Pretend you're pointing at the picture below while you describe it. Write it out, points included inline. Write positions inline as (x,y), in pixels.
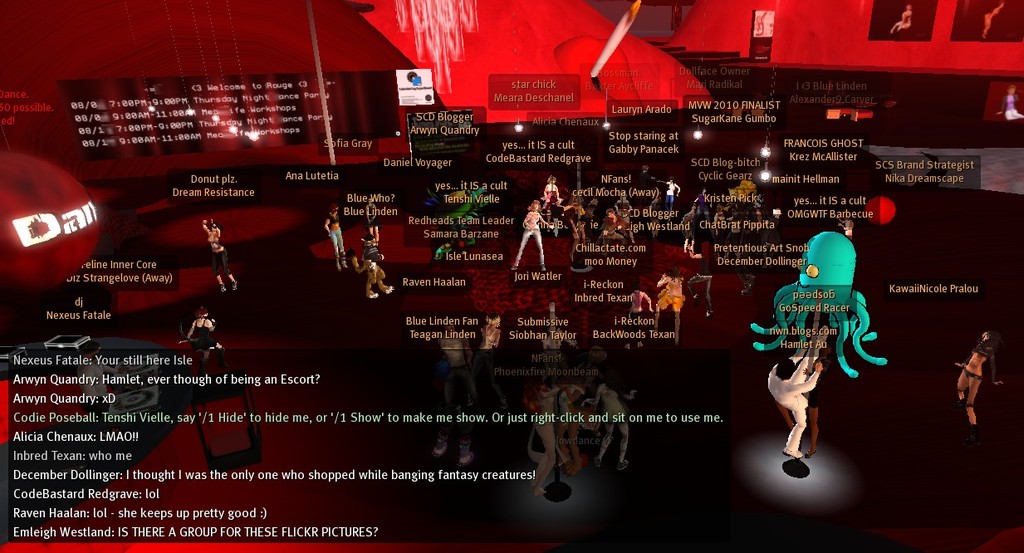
In this image there is an animated screen (507,72), on that there are animated pictures (390,289) and there is some text (439,159).
